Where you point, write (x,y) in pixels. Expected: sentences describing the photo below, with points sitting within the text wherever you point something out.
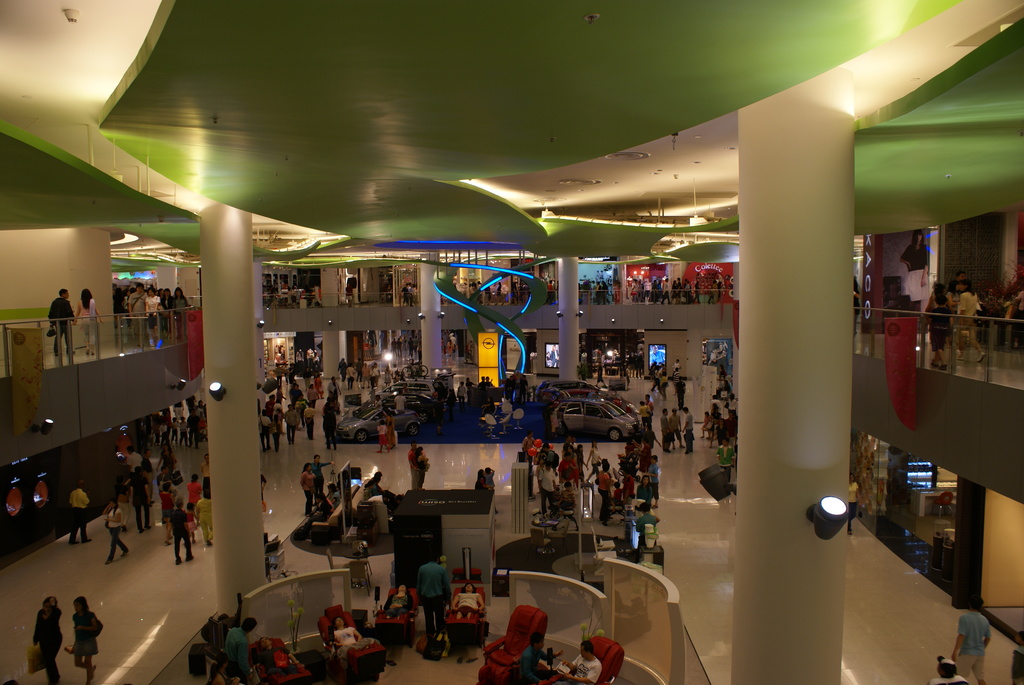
In this picture there are people (194,430) and we can see chairs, lights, pillars (243,372), hoardings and sofas (322,530). We can see cars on the carpet (442,438), floor (134,603), glass railings (58,355), banners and objects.
